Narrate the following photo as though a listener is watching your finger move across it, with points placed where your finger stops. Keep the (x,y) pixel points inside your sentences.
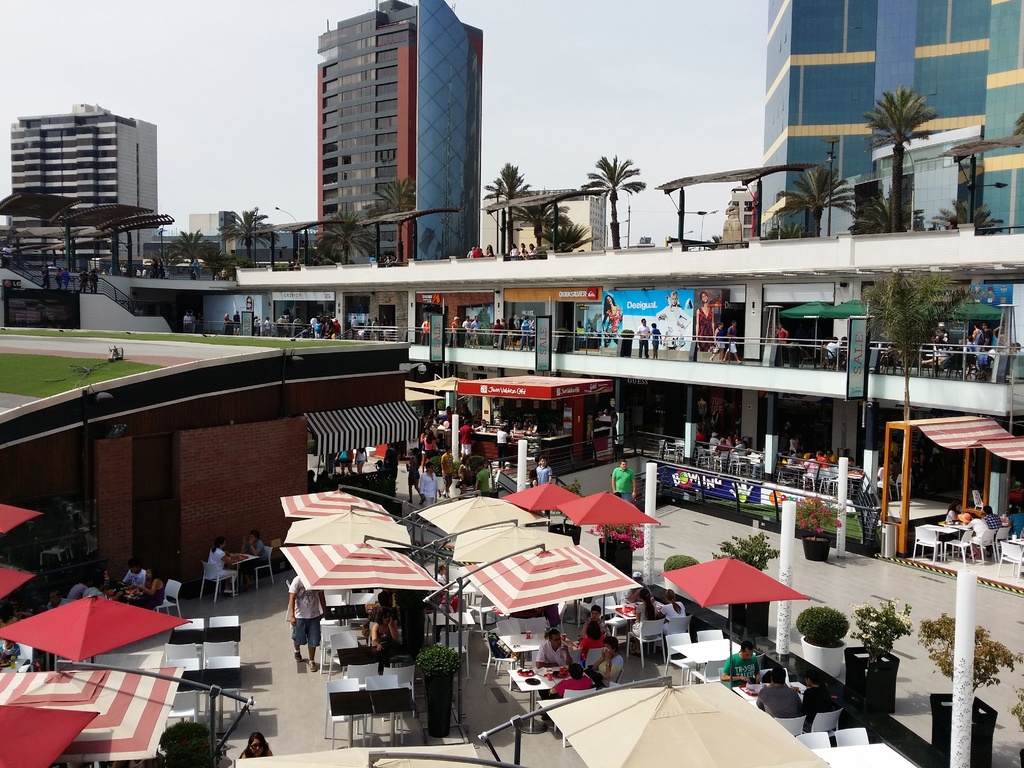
In this image, we can see some buildings (945,192), tents (116,611) and trees (985,225). There are some people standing and some people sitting on the chairs (168,608). We can see the sky (262,50).
